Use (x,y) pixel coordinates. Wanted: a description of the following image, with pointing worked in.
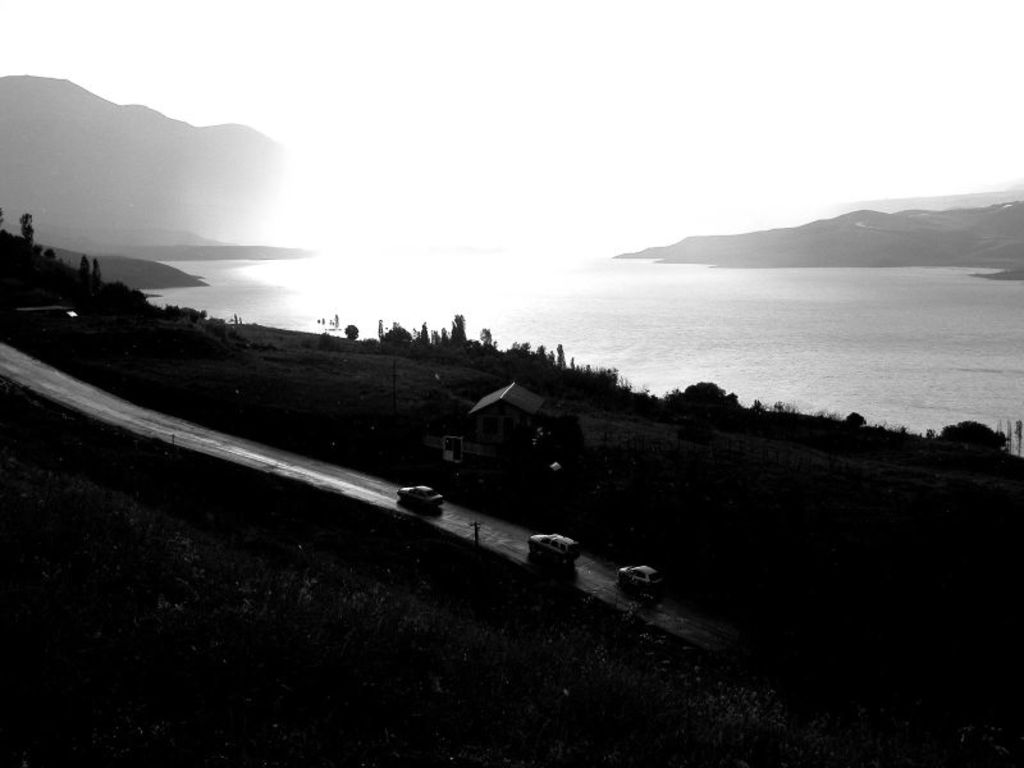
In this picture there are cars (647,577) and greenery (385,468) at the bottom side of the image (647,577) and there is sea (920,328) at the top side of the image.
